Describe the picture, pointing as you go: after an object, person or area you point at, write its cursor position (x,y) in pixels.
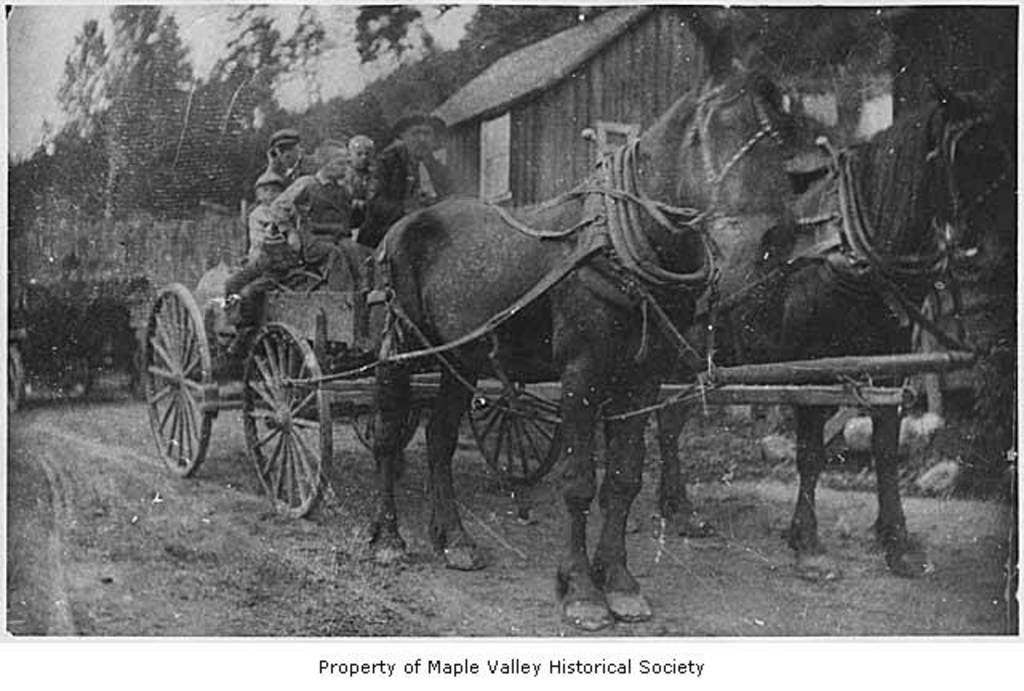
This is a black and white image. Here I can see few people (365,178) are sitting on a horse cart (380,327). At the bottom (141,551), I can see the ground (111,416). In the background (479,101) there are trees (386,102) and a house (550,64). At the bottom of this image (477,669) I can see some text (367,672).
